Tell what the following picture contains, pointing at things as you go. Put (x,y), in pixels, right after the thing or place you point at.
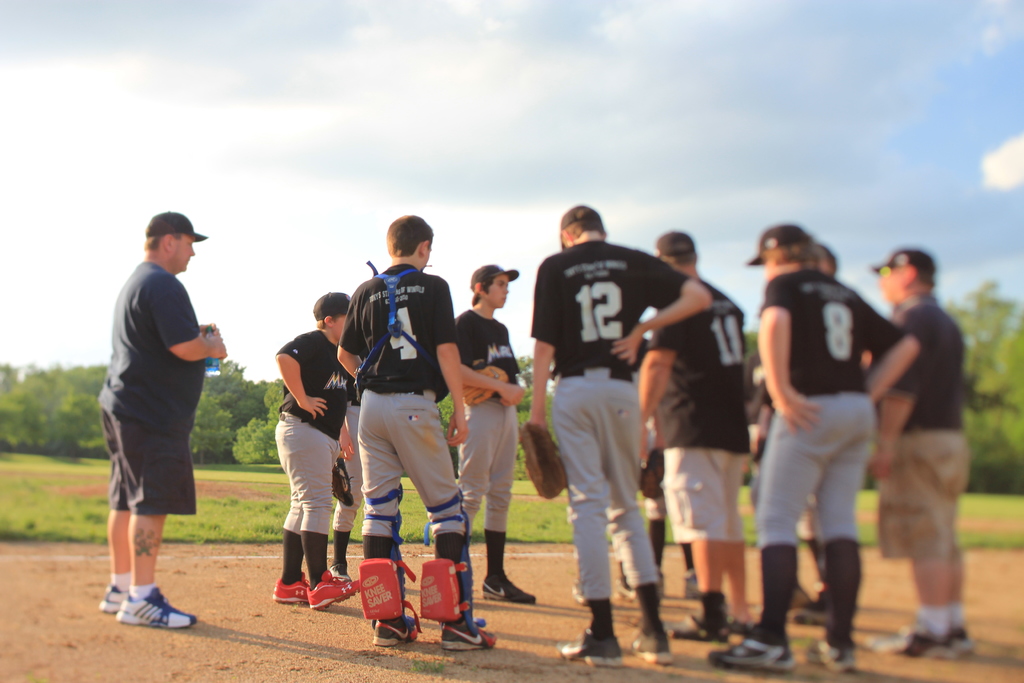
In this image there is the sky (408,123) towards the top of the image (730,121), there are clouds (719,140) in the sky (534,127), there are group of persons (450,357) standing, there is a man (172,347) holding a water bottle (217,375), the persons (200,341) are wearing caps (186,220), there is a playground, there are plants (543,514), there are trees (274,416).
